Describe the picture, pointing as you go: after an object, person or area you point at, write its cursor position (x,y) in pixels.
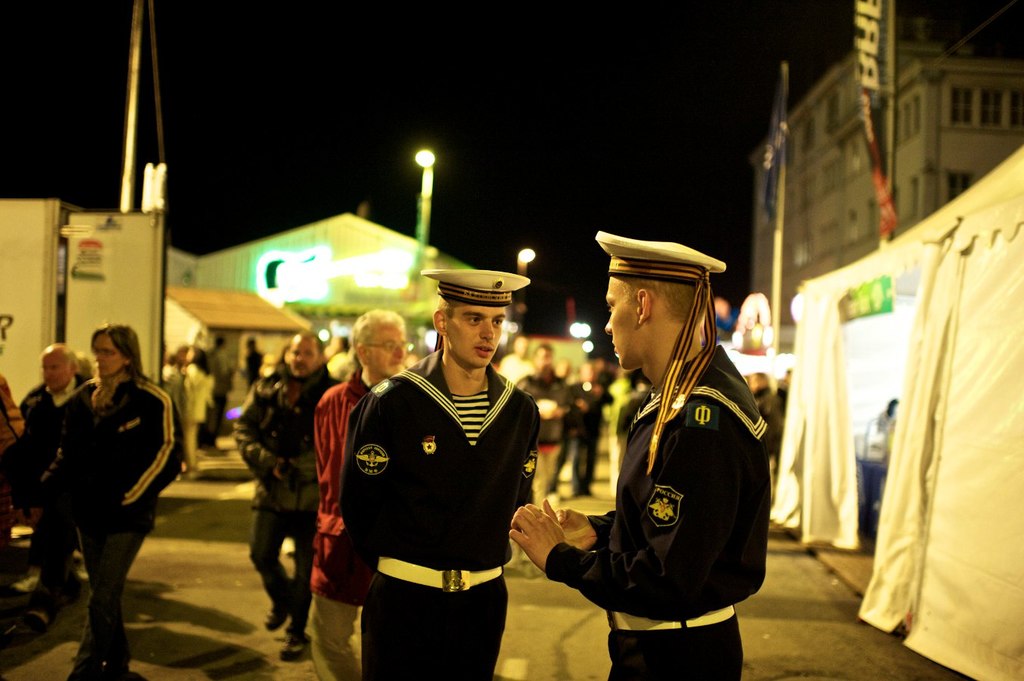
In this image we can see many people (419,444). There is a building (925,162) at the right side of the image (956,134). There are few advertising flags (870,132) in the image. There are few tents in the image. There are few lights (423,156) in the image. There is a vehicle (136,278) at the left side of the image (144,295).
